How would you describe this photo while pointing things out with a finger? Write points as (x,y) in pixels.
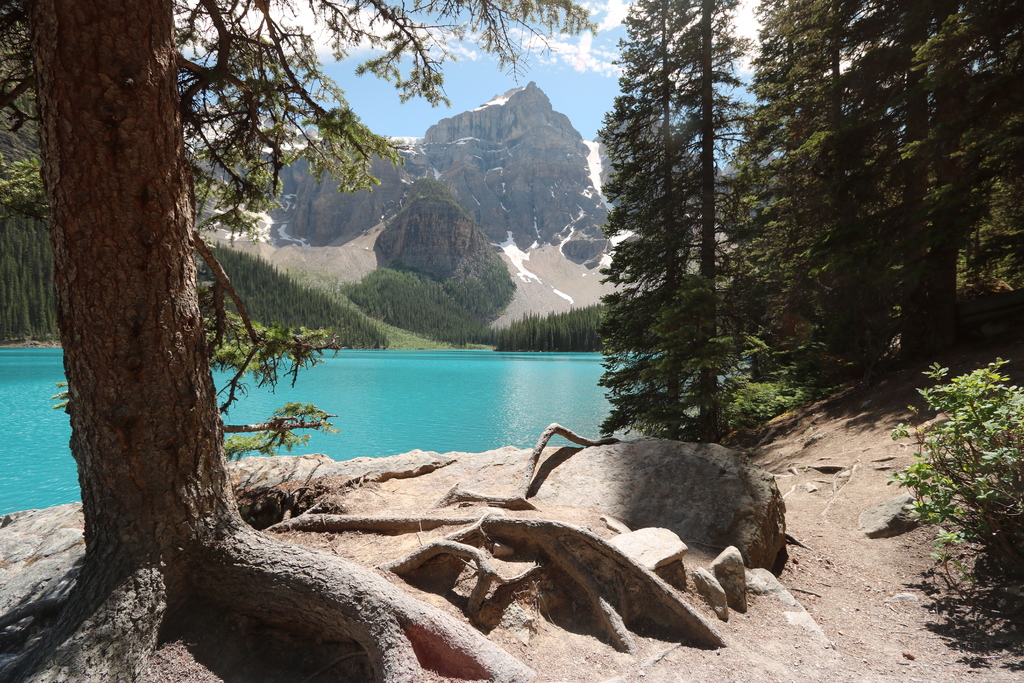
In the center of the image (460,374), there is a lake (465,404) and in the background (433,175), there are mountains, trees (757,369) and some other plants (975,502).
